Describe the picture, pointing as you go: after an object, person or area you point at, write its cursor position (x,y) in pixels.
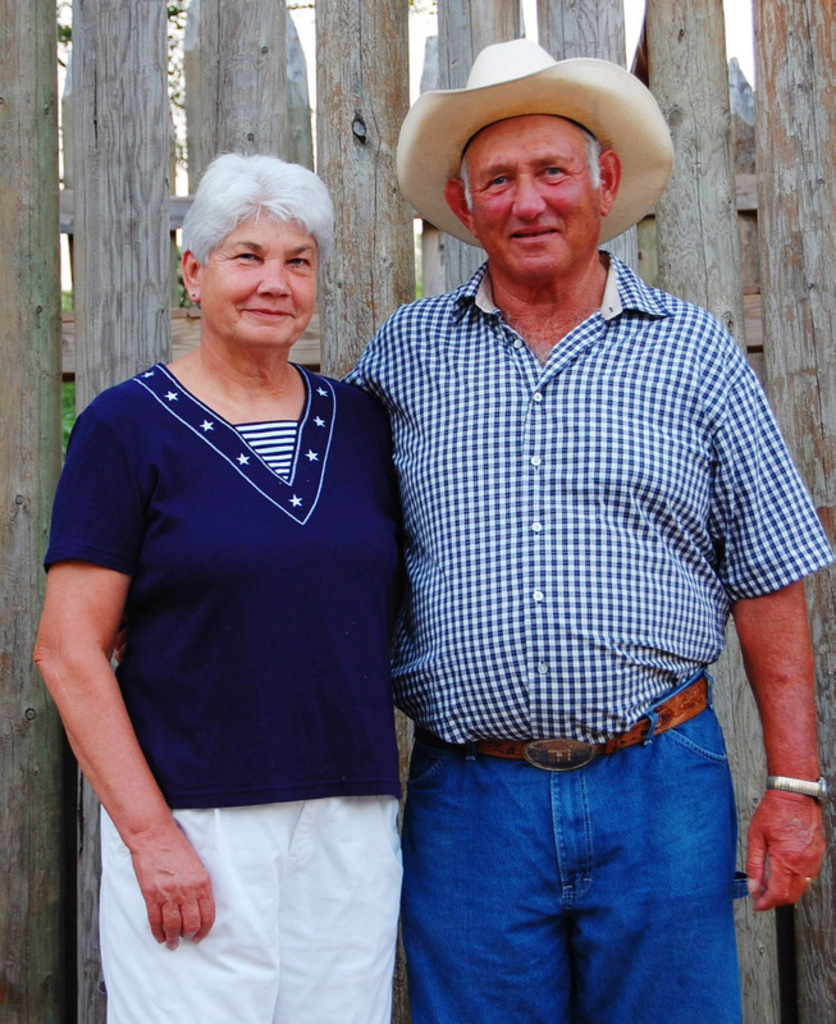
Here in this picture we can see a couple (407,459) standing on the ground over there and the person (463,308) on the right side (609,101) is wearing a hat (609,95) on him and behind them we can see a wooden railing (781,41) present and through that we can see some trees (178,104) over there.
